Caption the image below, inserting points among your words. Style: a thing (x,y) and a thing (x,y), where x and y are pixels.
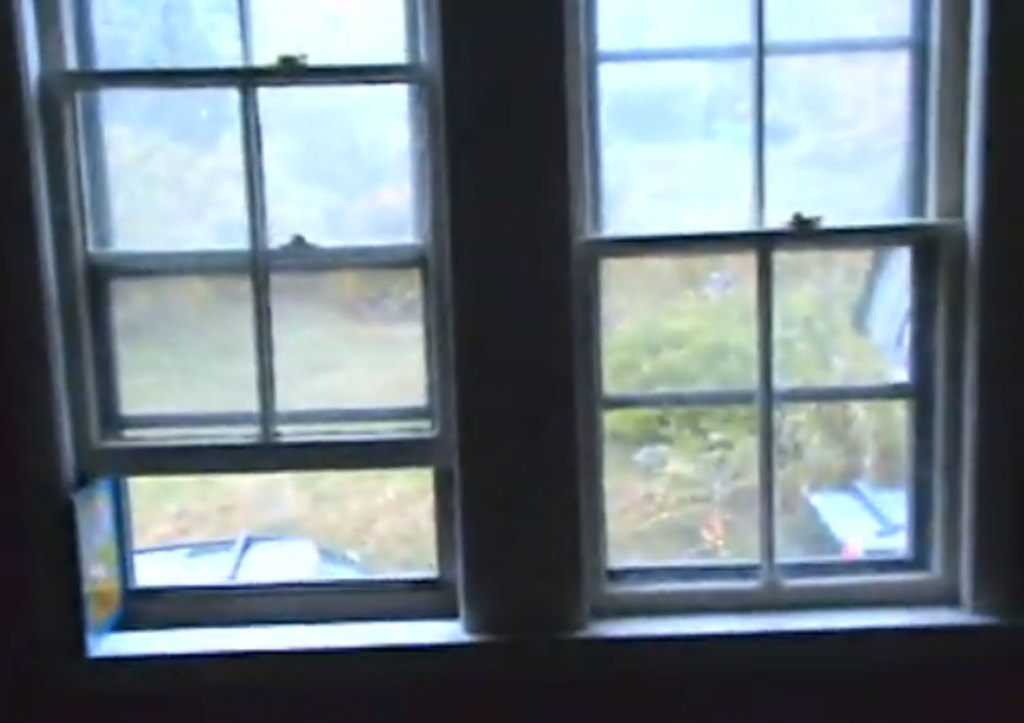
In this image I can see a window (321,465) through which we can see the outside view. In the outside there are many plants (752,330).
